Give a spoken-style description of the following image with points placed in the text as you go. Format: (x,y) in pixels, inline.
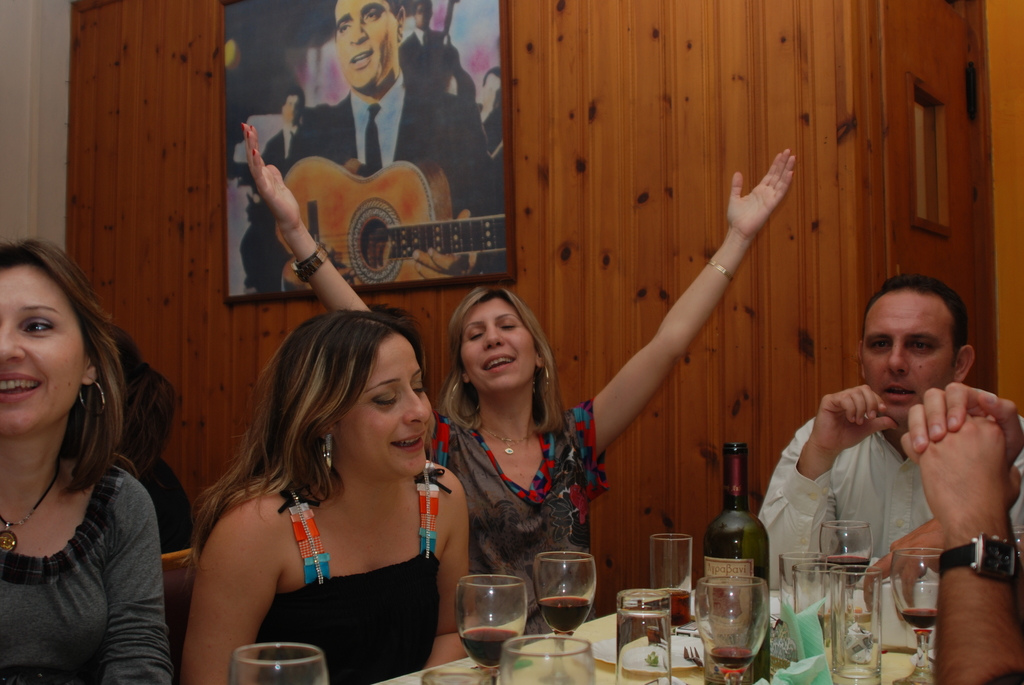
In the image in the center (462,405) we can see few people (1021,475) were sitting around the table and they were smiling, which we can see on their faces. On the table (759,633), we can see wine glasses (293,671), plates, tissue papers (770,682), one bottle of wine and few other objects (876,584). In the background (569,141) there is a wooden wall (662,102) and photo frame (427,86).
